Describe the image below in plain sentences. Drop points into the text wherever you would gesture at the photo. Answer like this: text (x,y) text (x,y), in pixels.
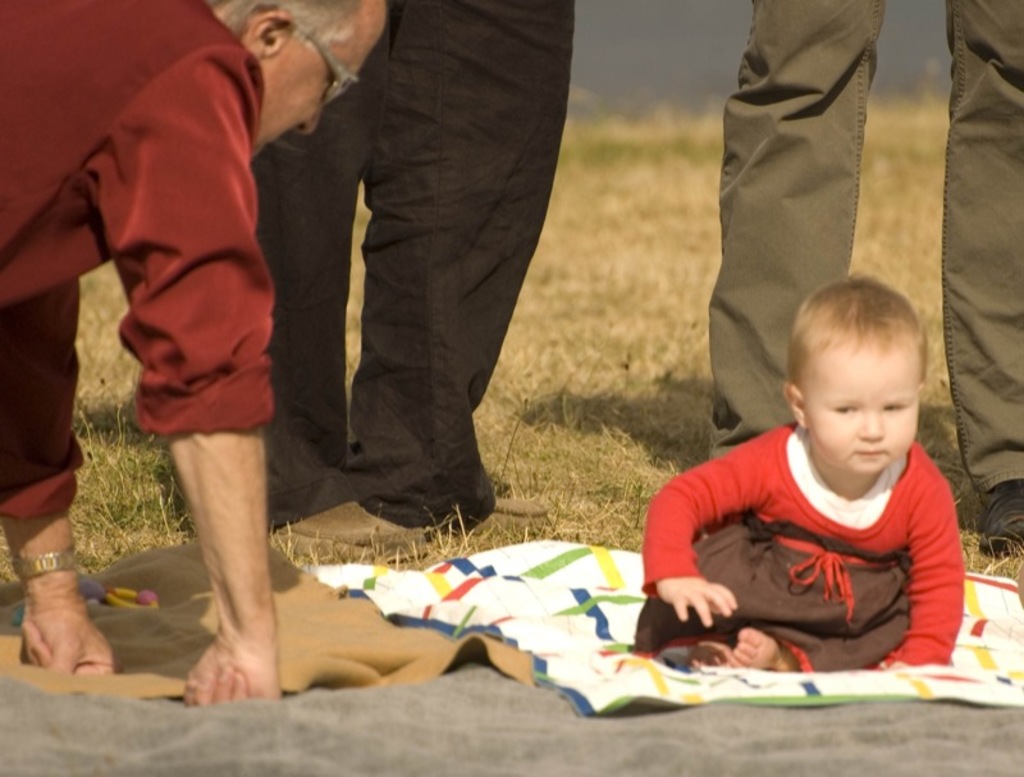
In this image there is a kid (704,614) sitting on a mat (582,713). There are mats (347,632) spread on the ground (595,482). Behind the kid (822,602) there are two people (499,179) standing on the ground (704,177). To the left (192,260) there is a man (130,348) kneeling down. In the background (603,263) there's grass (565,338) on the ground (639,347).
